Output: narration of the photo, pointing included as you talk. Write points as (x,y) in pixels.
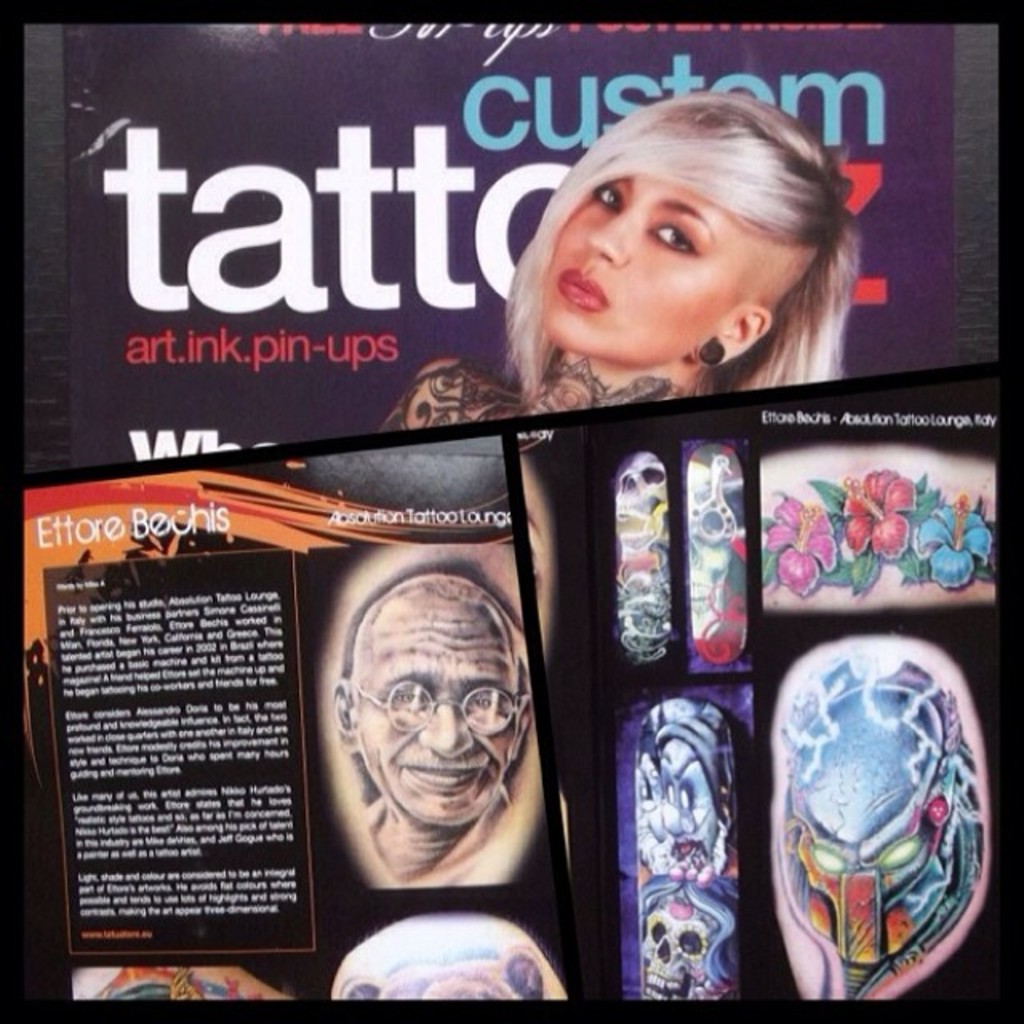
In this image we can see a collage photo. There is a lady (622,221) in the top (701,120) image. There is an animation of a person (408,755) and description (263,702) of it at the left side of the image (277,819). There is an animation of the flower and few objects (829,809) at the right side of the person (458,679).
